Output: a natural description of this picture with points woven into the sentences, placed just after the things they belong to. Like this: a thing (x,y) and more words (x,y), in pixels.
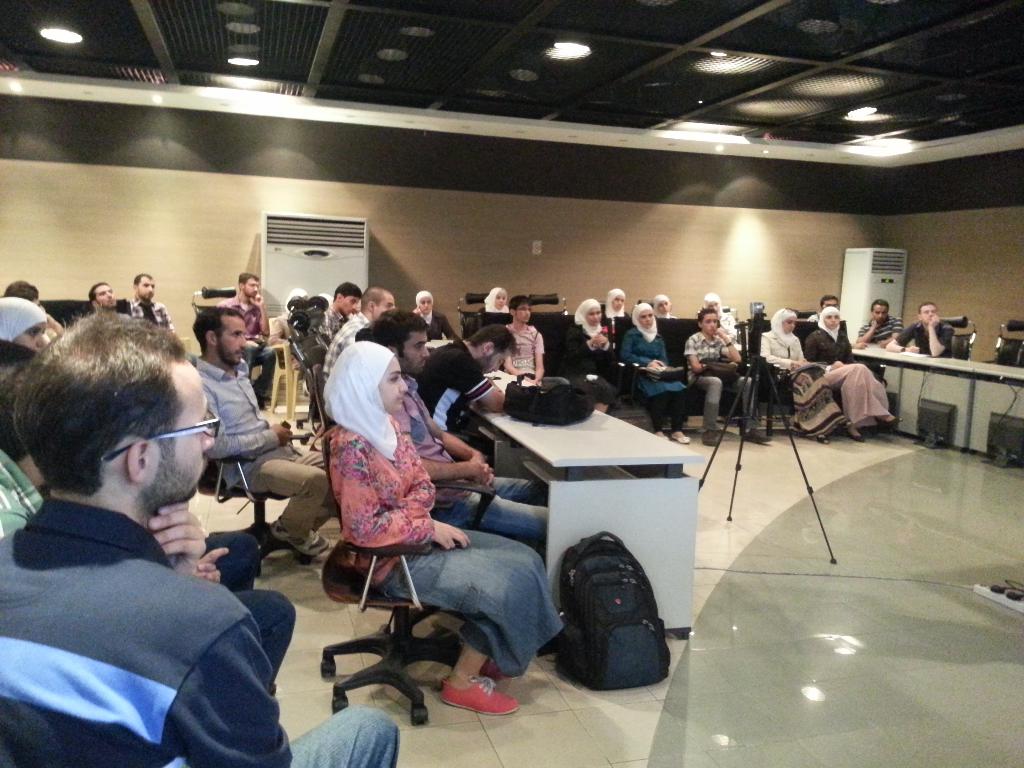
In this image we can see many people (385,348) are sitting on the chairs (388,675). We can see bags (595,600), air conditioners (314,228) and a video camera (780,411). In the background (433,214) we can see a wall (602,187) and ceiling (393,45) with lights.
